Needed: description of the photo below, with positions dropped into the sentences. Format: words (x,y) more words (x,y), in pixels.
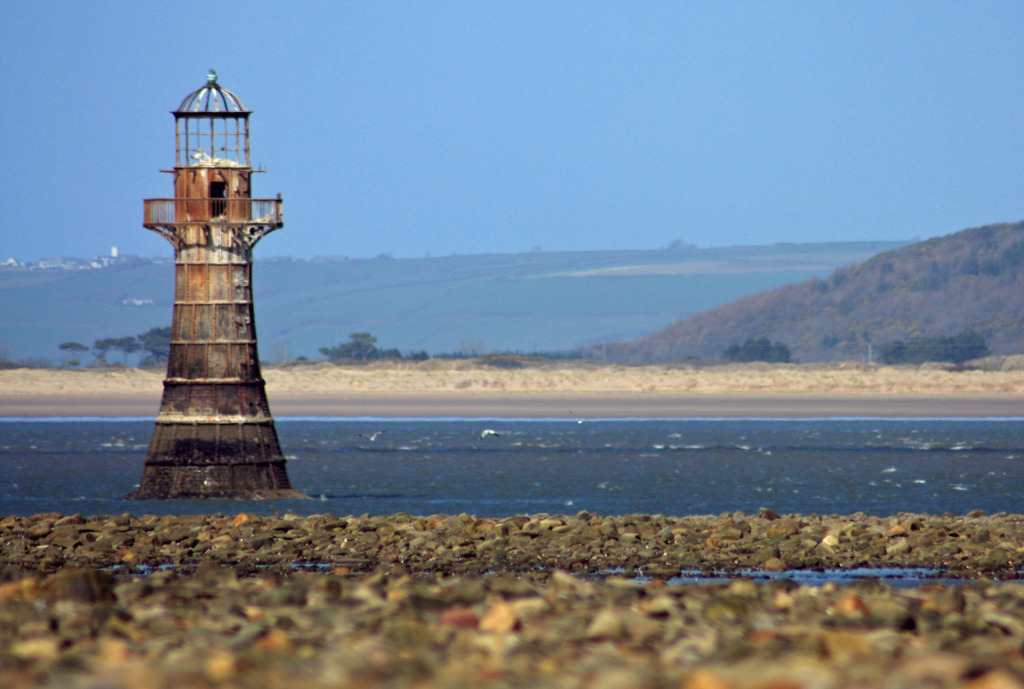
In this image we can see a tower (239,487). At the bottom of the image (413,628) there are stones (468,613), water (457,468). In the background of the image (493,285) there are mountains (126,317), trees (165,351) and sky (578,175).
